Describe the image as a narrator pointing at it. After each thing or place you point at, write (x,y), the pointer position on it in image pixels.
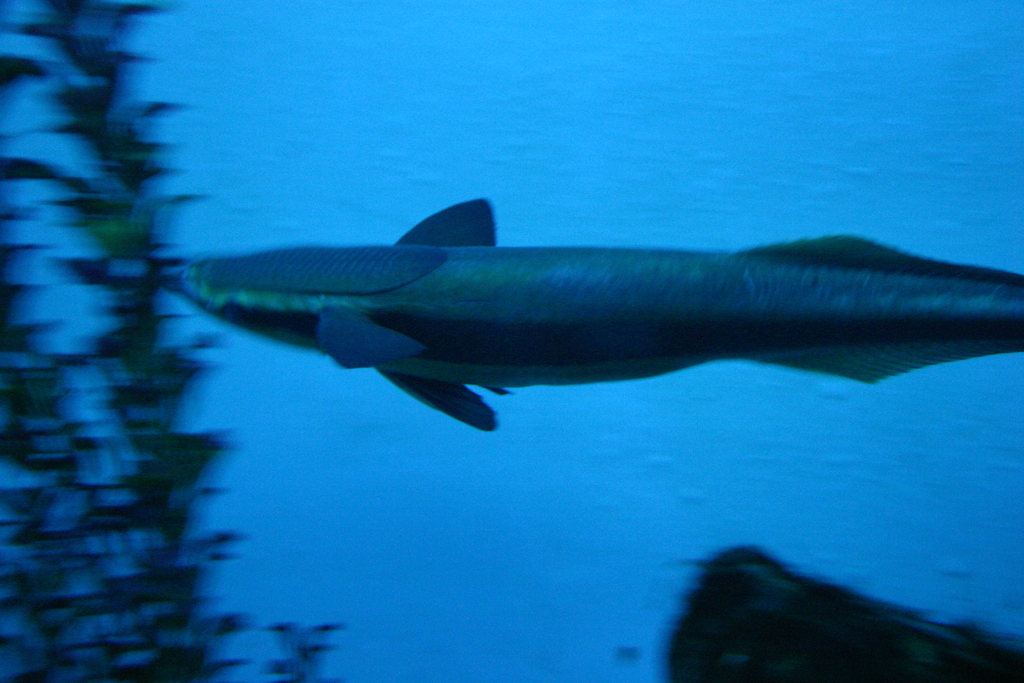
In this picture we can see a fish (600,278) in the water (654,227). On the left (166,664) there is a plant (23,73).
